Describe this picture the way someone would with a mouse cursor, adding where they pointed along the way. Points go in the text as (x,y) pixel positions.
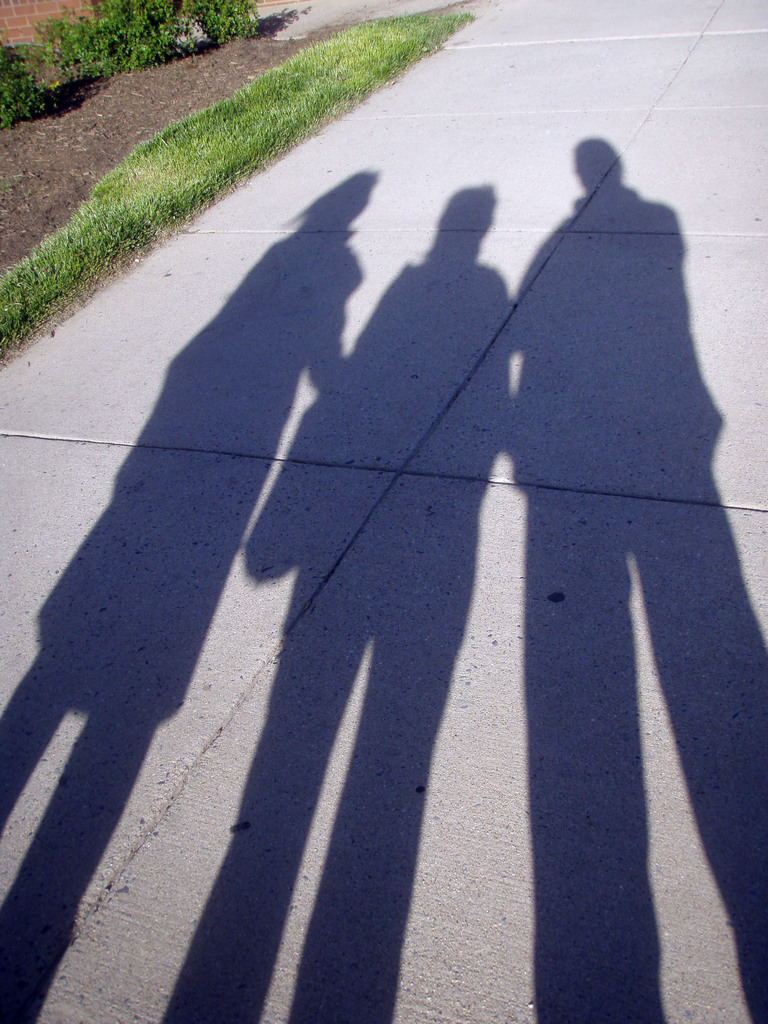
In this image we can see shadows (298,466) of three people (391,515) on the road (337,507). On the left (45,314) there is grass (103,253) and shrubs (94,57).
